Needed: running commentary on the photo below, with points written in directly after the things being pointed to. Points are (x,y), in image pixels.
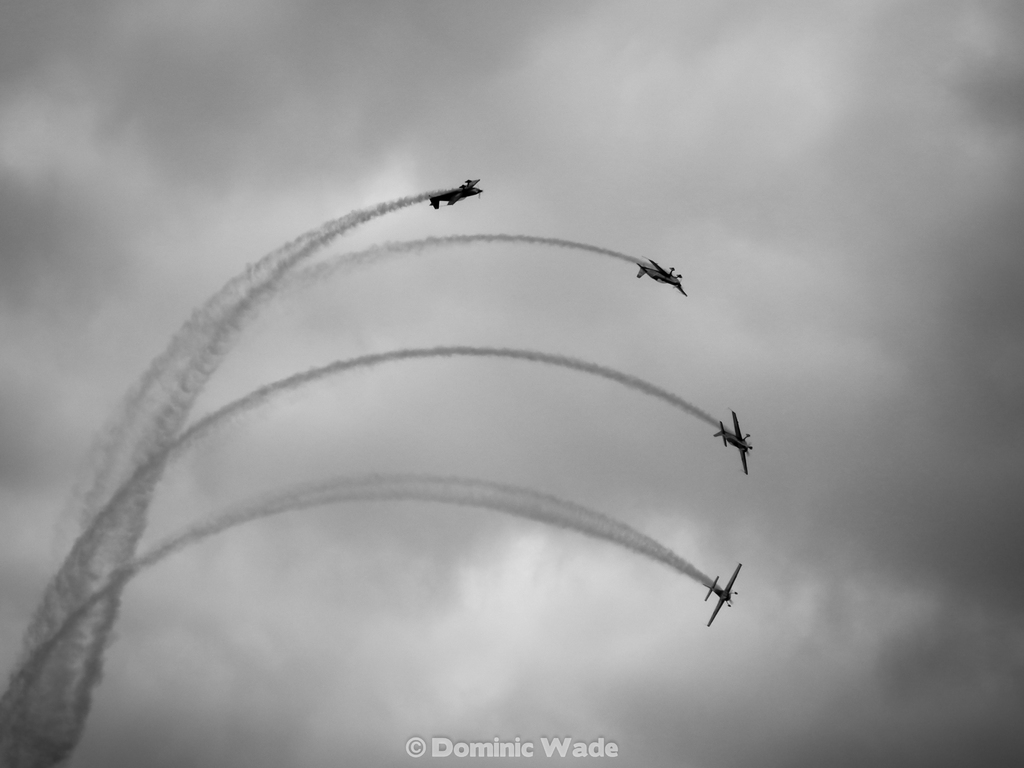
This looks like a black and white image. I can see four planes (462,191) flying in the sky (661,302). I can see the clouds (222,263). This is the watermark (425,741) on the image.
